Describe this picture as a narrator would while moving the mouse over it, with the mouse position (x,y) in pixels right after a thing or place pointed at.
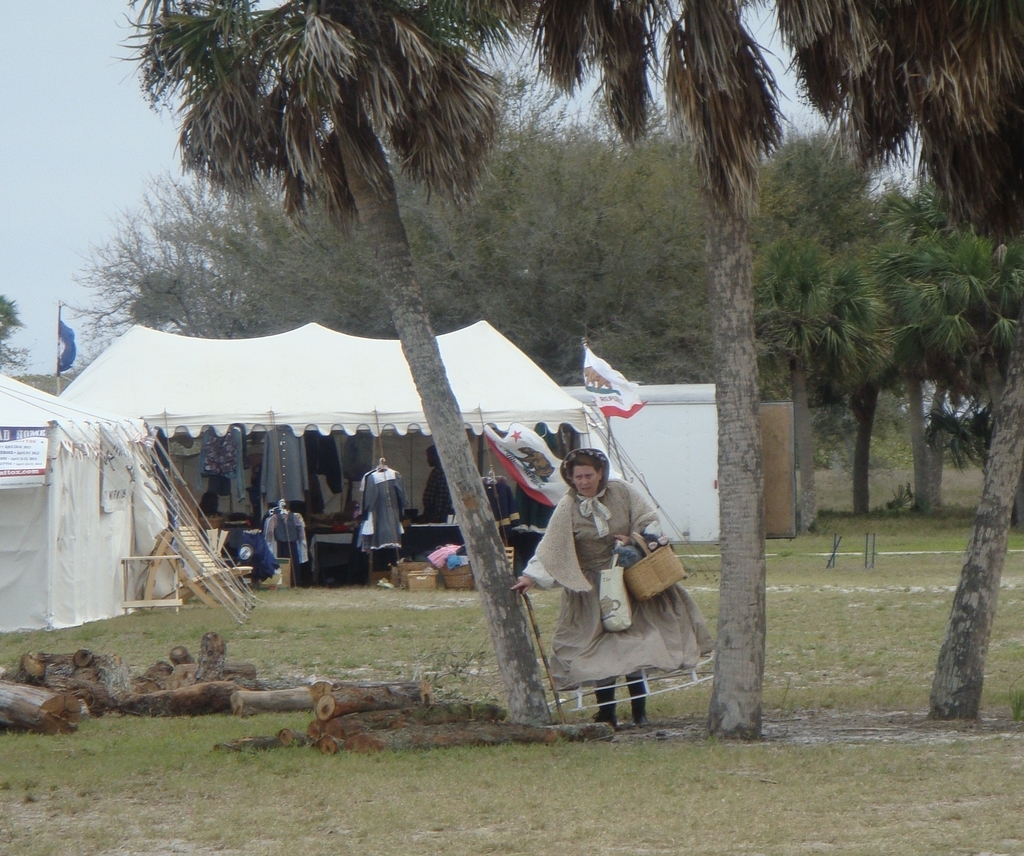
In the image there is a woman (612,530) in gown (633,642) walking in between two trees (373,35) on a grass land (223,789), in the back (347,371) there is tent (341,424) with clothes (301,538) inside it and there are many trees (419,216) in the background (760,255) and above its sky (48,98).
